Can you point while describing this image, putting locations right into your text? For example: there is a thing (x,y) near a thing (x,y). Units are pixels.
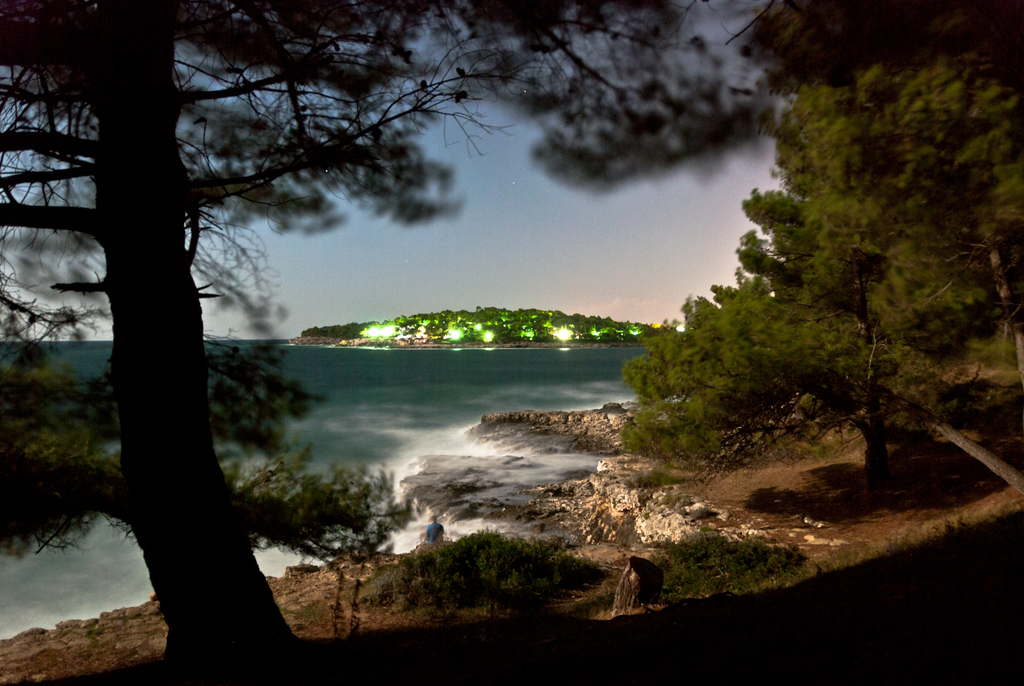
In this image a person (437,529) is standing on the land (563,612) having few plants (493,588) and trees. Middle of the image (463,414) there is water (545,397). Beside there is land (492,340) having few trees (493,327) and lights (455,335) on it. Top of it there is sky (553,246).
